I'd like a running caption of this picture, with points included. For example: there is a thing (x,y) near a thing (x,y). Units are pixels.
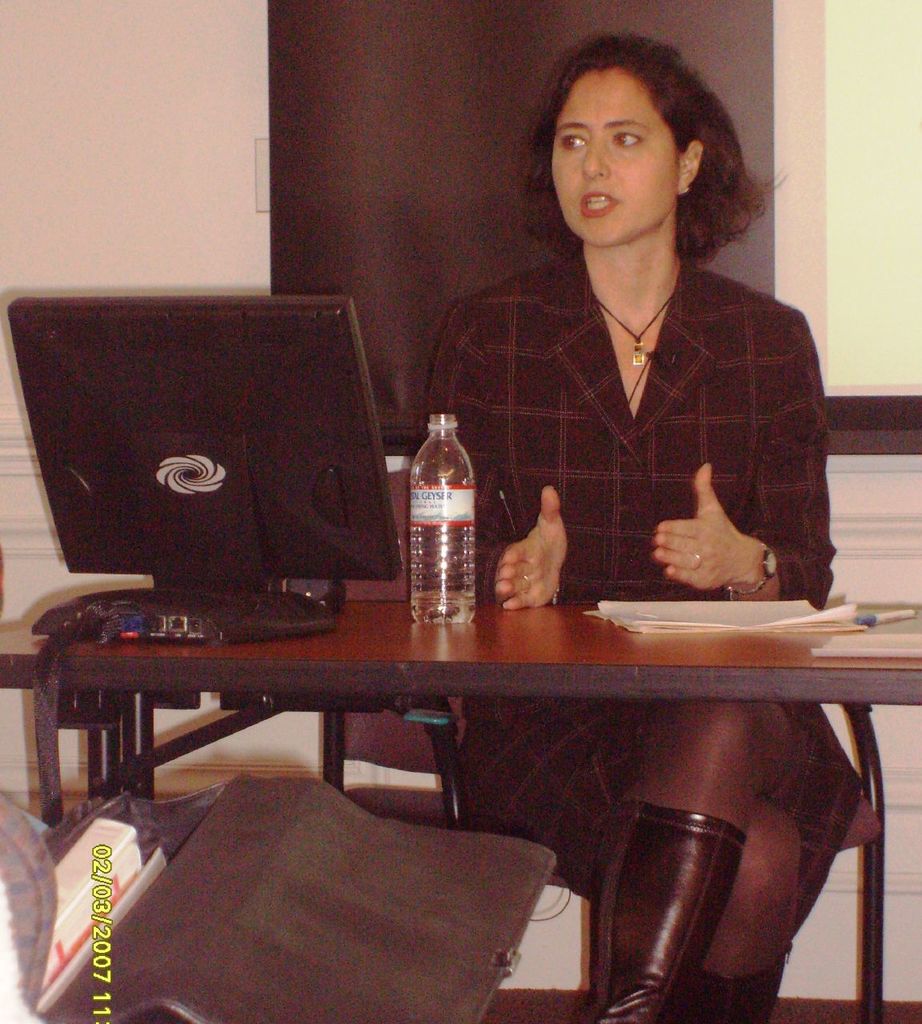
In this picture a lady (562,326) is sitting on the table (734,683) with a water bottle (431,568) and a monitor (237,501) on top of it.
